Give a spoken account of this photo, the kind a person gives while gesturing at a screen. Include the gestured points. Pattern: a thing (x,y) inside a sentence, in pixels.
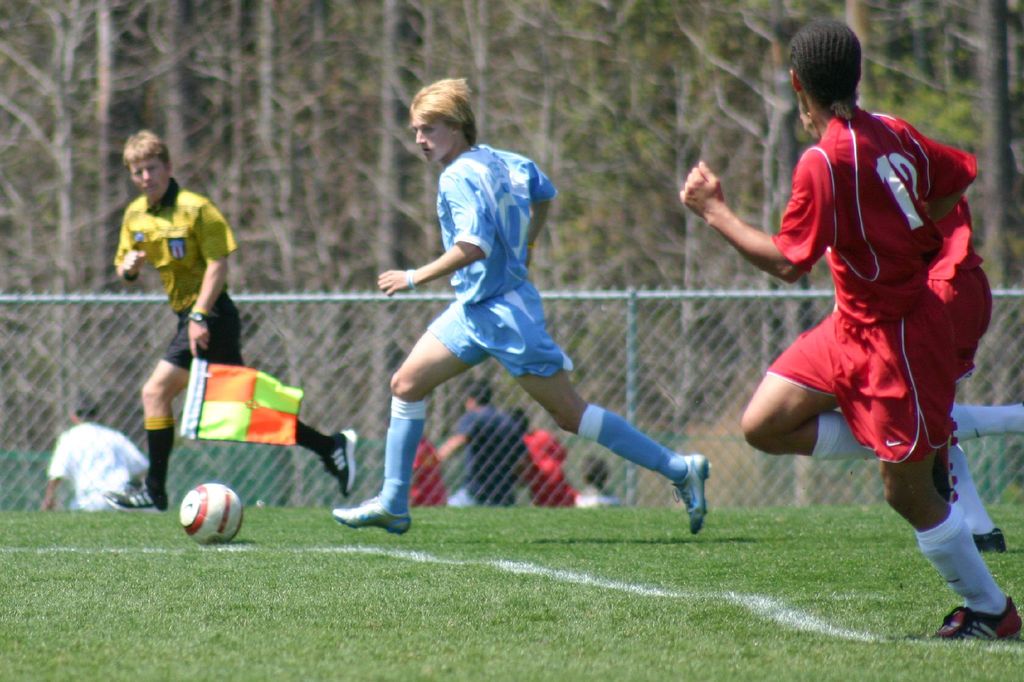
In the image there are players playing football on the ground (607,669), the background of the players (509,163) is blur.
